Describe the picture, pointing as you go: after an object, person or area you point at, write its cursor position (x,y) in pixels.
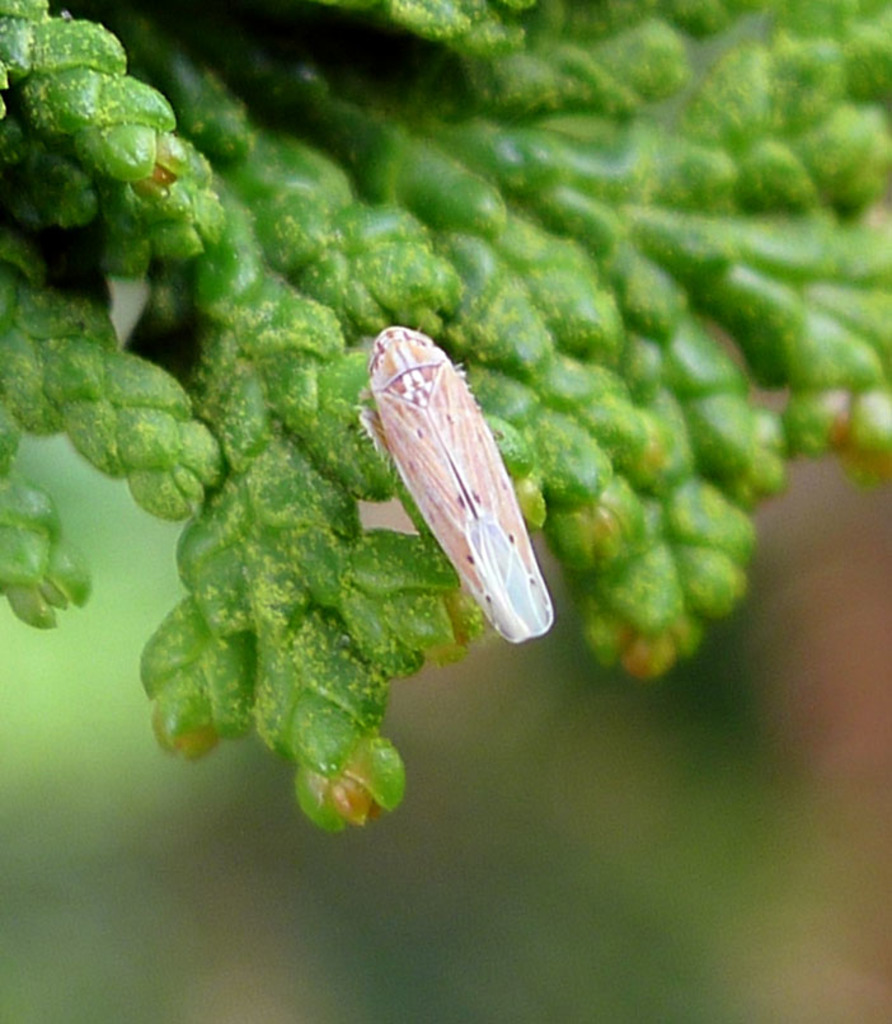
In the image it seems like there are buds (317,267) of a plant (333,352) and on the buds (362,363) there is an insect (432,378).
